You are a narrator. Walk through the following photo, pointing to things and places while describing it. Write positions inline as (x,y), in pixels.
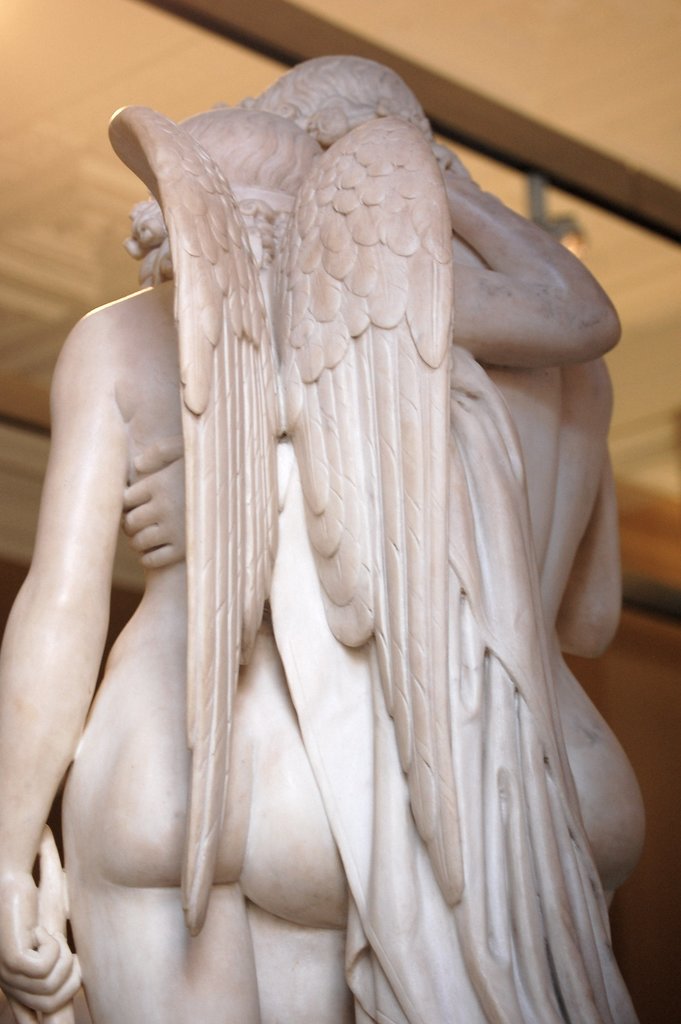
In this image there are sculptures (272,526), at the top (186,45) there is a ceiling (461,9).
